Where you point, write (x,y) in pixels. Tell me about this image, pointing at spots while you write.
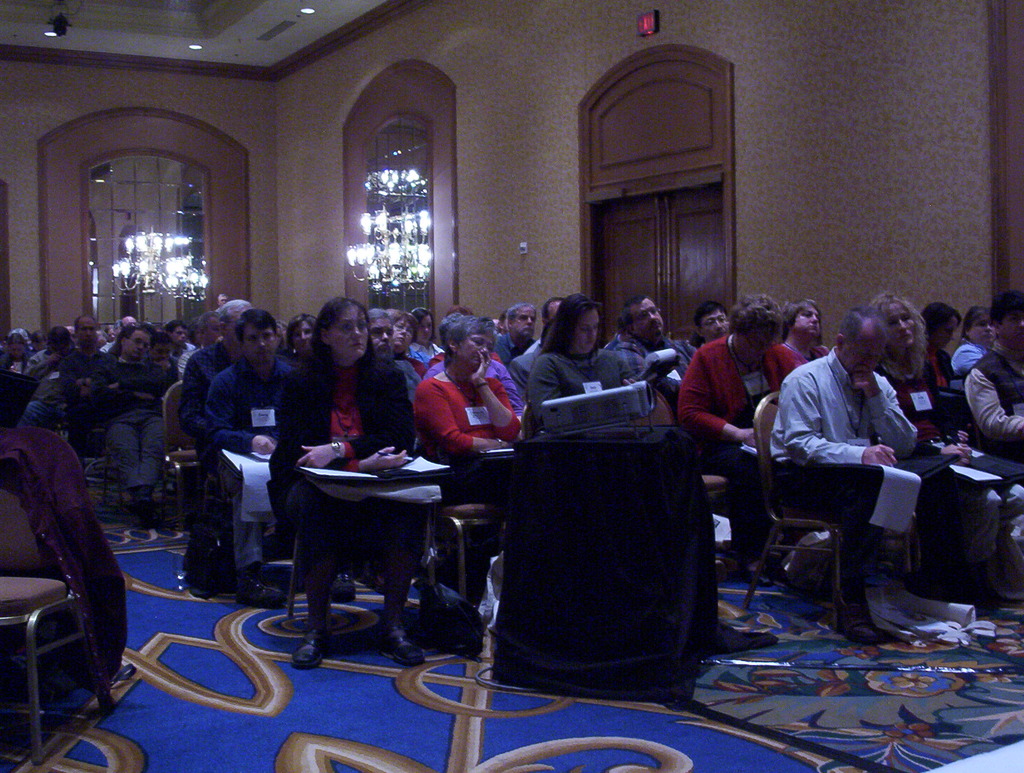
In this image we can see people (406,523) sitting on chairs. In the background of the image (11,124) there is wall (76,288). There are lights (207,268). There is a door (648,249). At the top of the image (100,29) there is ceiling (216,36) with lights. At the bottom of the image (439,712) there is carpet (447,719).
